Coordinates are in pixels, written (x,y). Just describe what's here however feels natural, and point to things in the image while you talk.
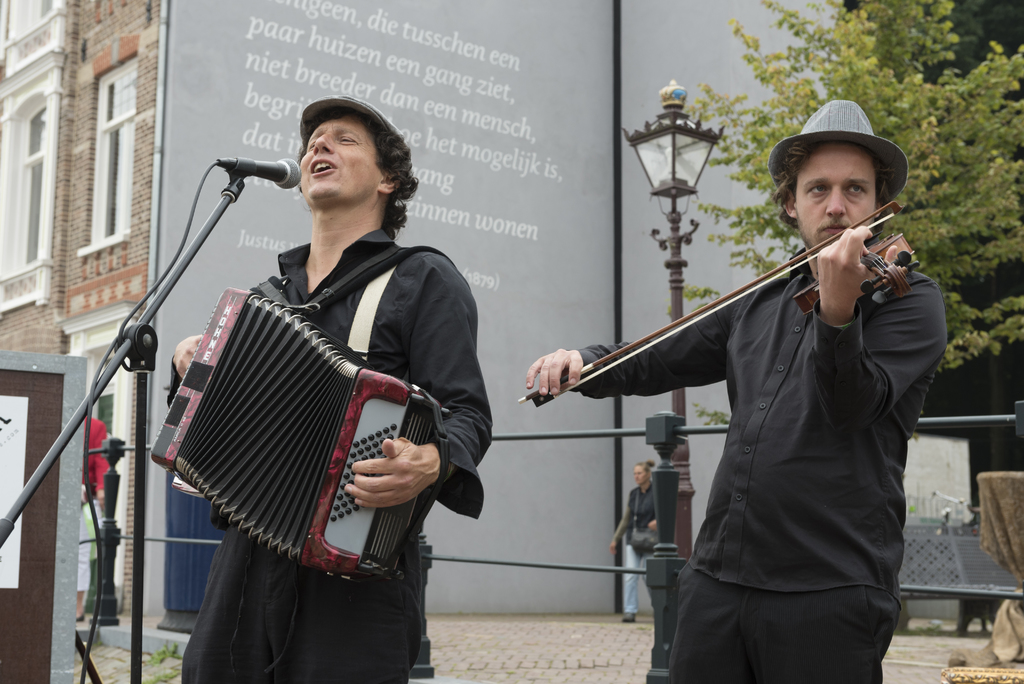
In this image, we can see people (721,351) wearing caps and holding musical instruments (290,399) and there is a mic (232,167) with stand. In the background (430,66), there is a building (354,79) and we can see boards (448,108), a light (665,126) and there is a railing (945,592) and we can see trees (948,177) and there is a bench (940,579) and an object (190,571). At the bottom (510,638), there is a road (536,645).
